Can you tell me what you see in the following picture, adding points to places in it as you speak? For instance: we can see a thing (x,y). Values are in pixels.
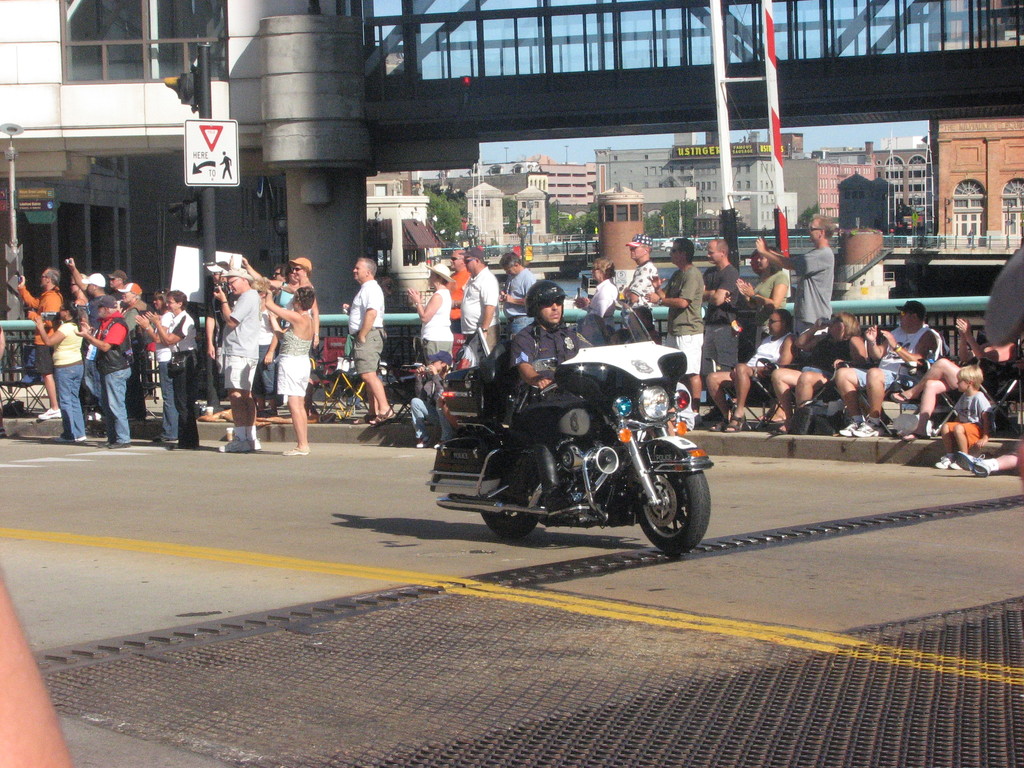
A man (548,304) wearing a helmet (557,295) and goggles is riding a motor cycle (583,438) through a road (860,568). On the sides there are persons (276,304) standing and taking photos. There is a sign board (231,144). There is a bridge (606,51). In the background (670,173) there are buildings (939,185) with windows (920,188) and trees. There is a traffic light (190,206).
